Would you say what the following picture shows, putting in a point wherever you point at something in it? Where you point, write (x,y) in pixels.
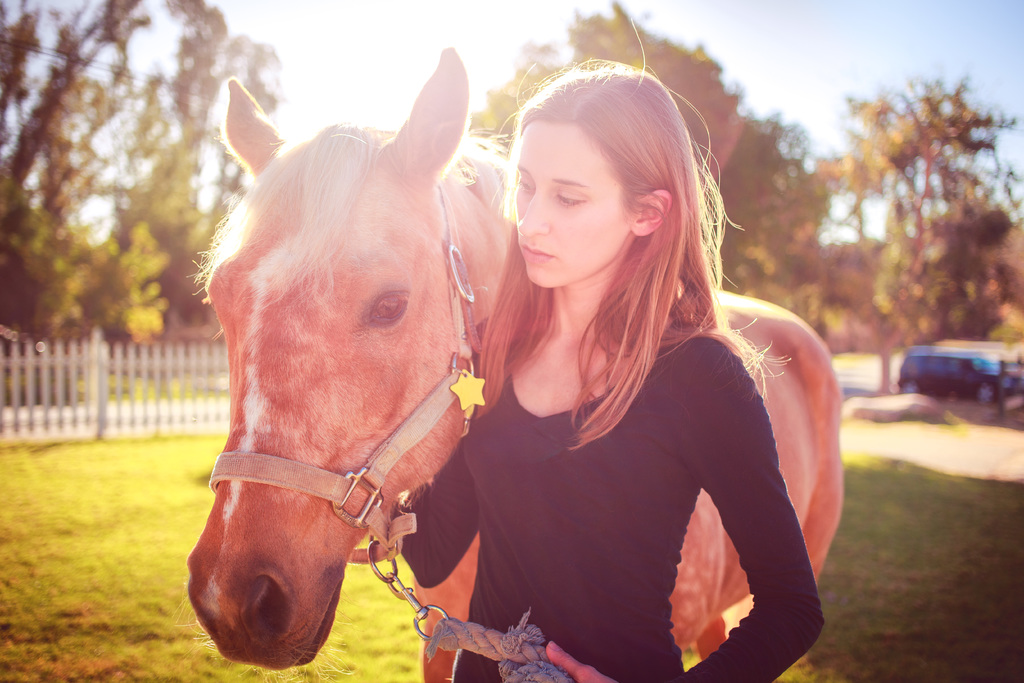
In this image in the center (518,299) there is one woman (552,379) who is holding a horse (398,248). Beside her there is one horse (329,331), on the background (801,150) there are some trees (125,134) and sky (343,76) is there. On the left side (49,374) there is a fence (101,367), and on the bottom (144,610) there is a grass (366,614) and on the right side (947,376) there is one car (941,374).
